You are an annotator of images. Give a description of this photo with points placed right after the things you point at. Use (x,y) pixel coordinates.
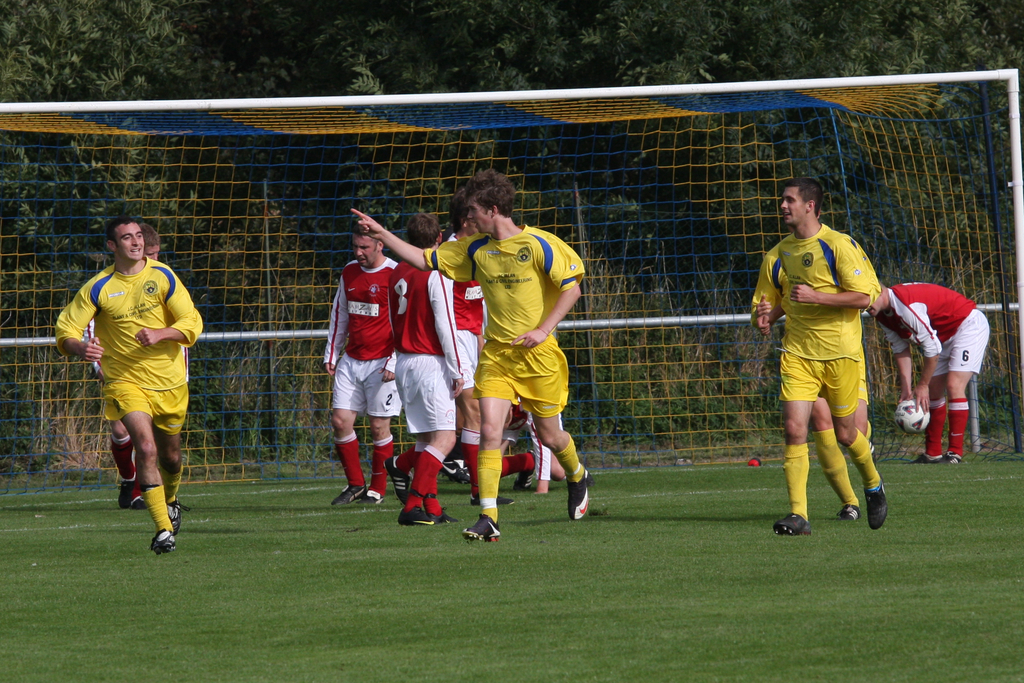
As we can see in the image there are trees (556,33) and few people (494,474) here and there.
